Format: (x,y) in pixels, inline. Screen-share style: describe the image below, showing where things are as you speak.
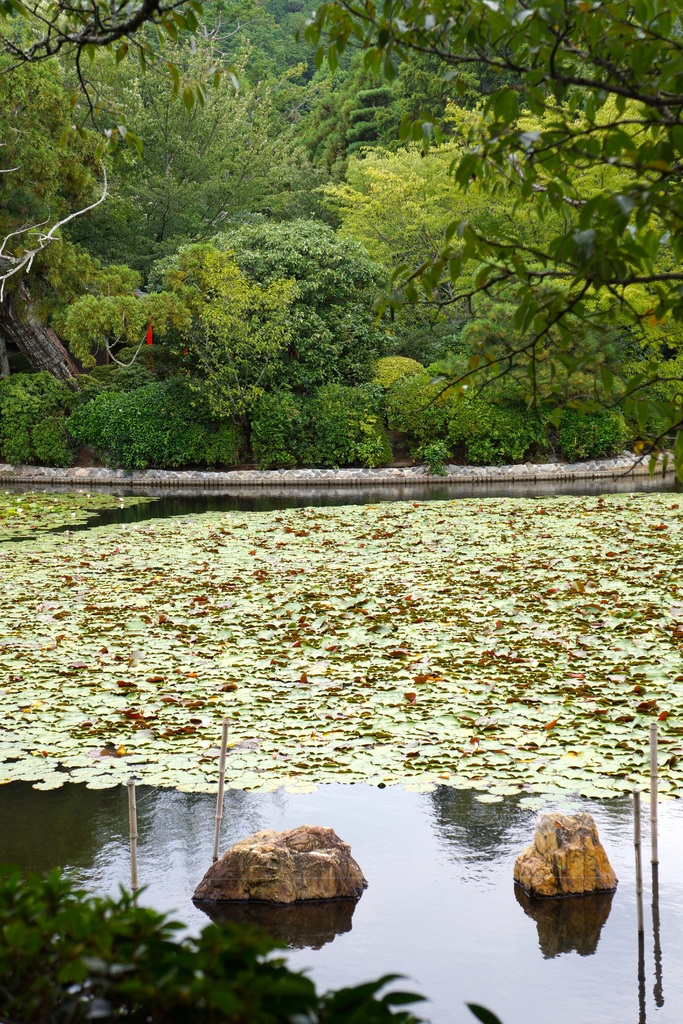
In this image I can see the water (412,913), few trees (152,958) which are green in color and few leaves (340,718) on the surface of the water (455,947) which are green in color and few rocks (561,853). In the background (454,330) I can see few trees (334,295) which are green in color.
